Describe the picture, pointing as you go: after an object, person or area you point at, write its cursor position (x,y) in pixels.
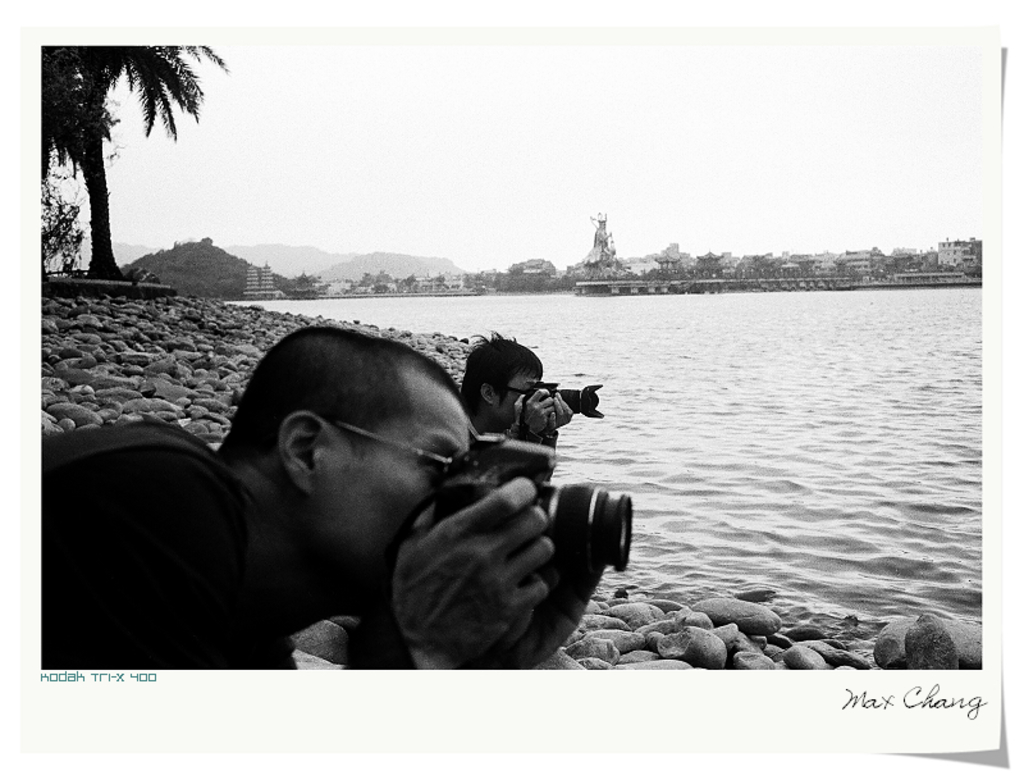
In this picture on the left (196,495) two persons (304,509) are holding camera (471,483). They are clicking photo. On the top left (66,97) there is a tree (83,149). This is looking like a lake (742,373). In the background (482,283) there are trees (225,262), bridge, buildings (704,268).
